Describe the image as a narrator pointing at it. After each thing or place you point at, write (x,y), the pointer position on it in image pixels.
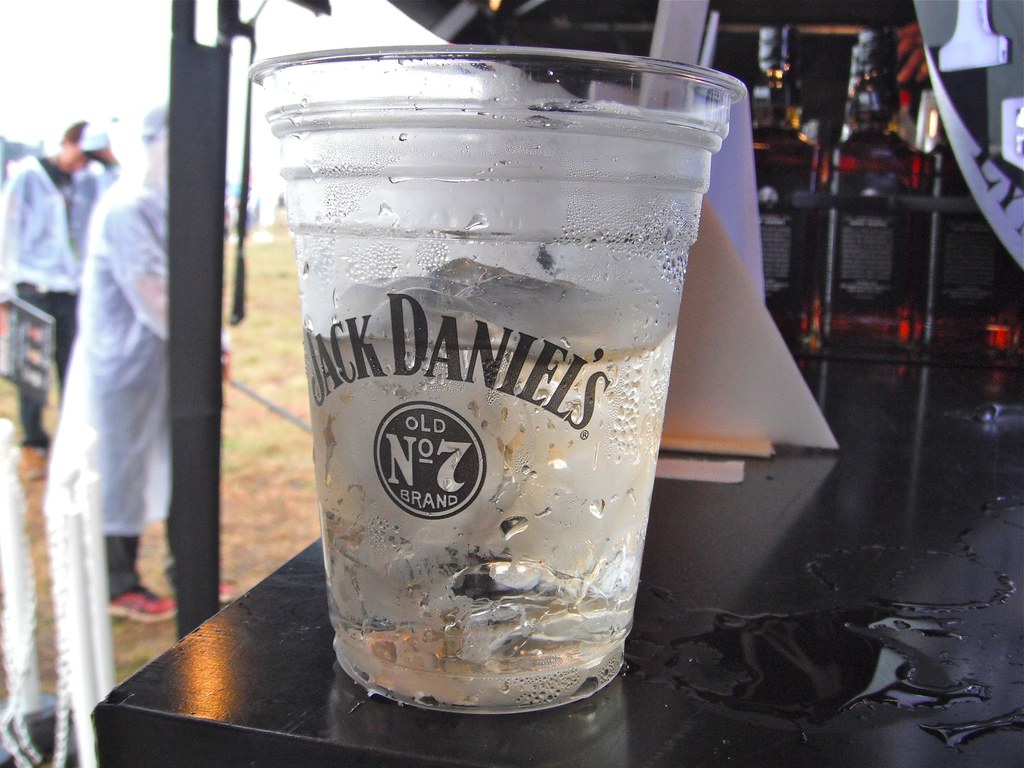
In this picture I can see a glass (541,386) in the middle (568,494), on the left side (129,532) there are two persons (163,281). They are wearing the coats (109,325) and shoes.
